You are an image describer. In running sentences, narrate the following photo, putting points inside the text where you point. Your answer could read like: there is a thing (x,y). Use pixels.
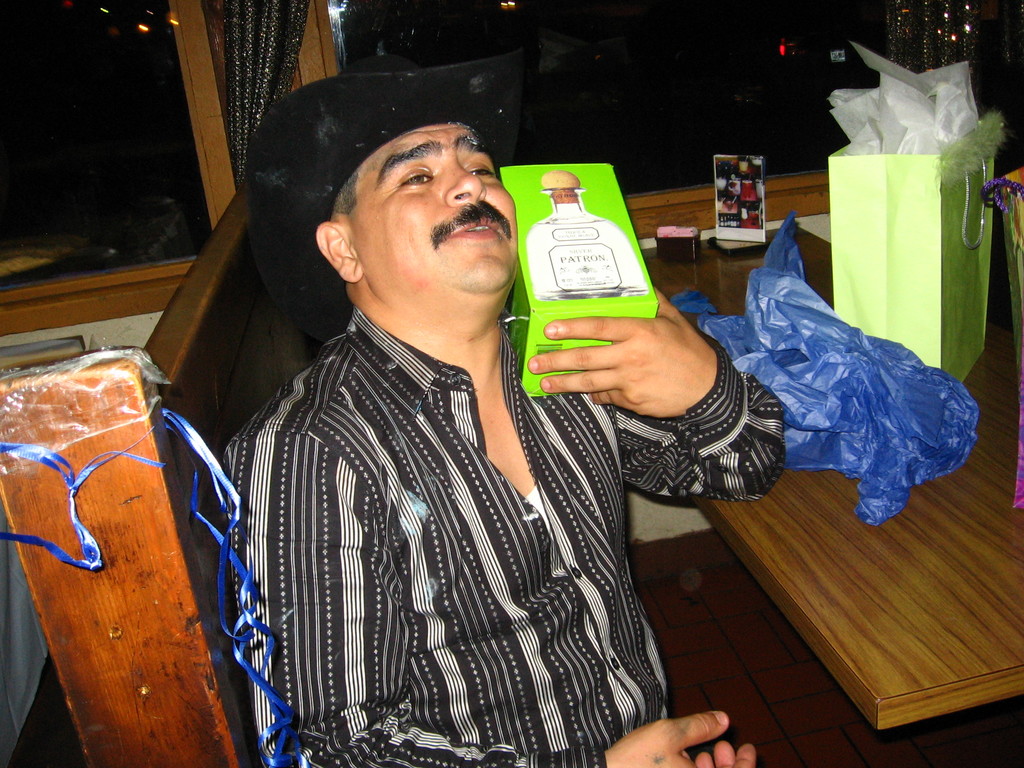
There is a man (543,589) in this image who is holding a box (610,239). Right to him is a table (912,533) which consists of covers (933,267). This man (449,492) is wearing a hat (334,134), he has a mustache (450,229) and he is wearing a black and white striped shirt (481,621).
